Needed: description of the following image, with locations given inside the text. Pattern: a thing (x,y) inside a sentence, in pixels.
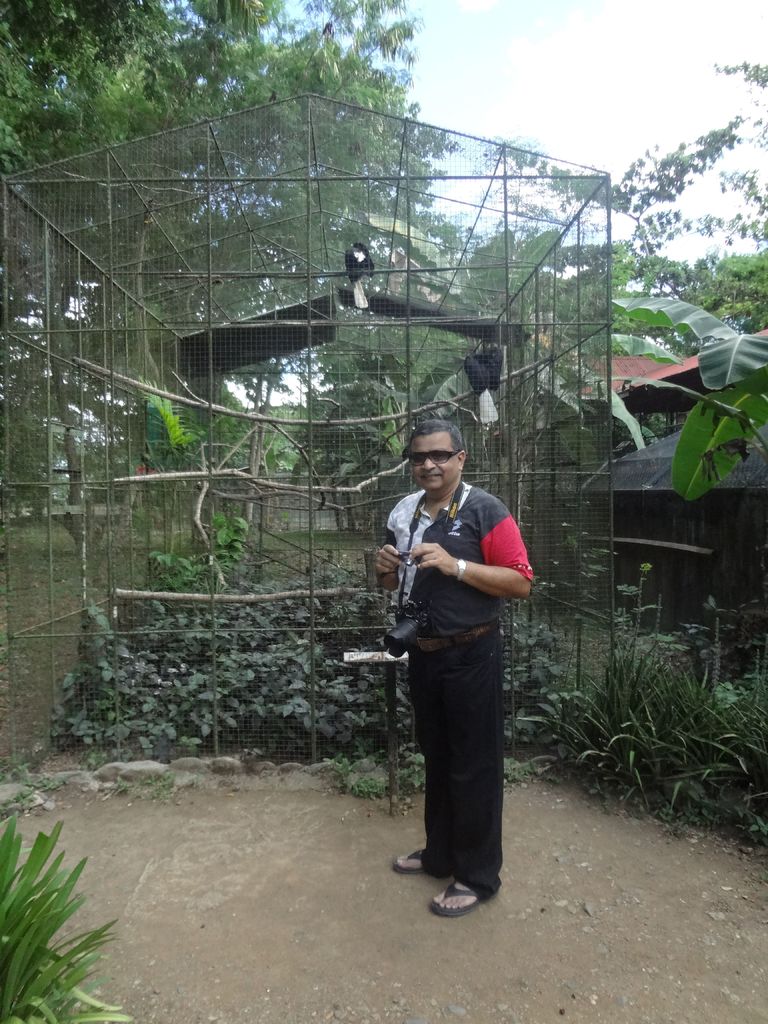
In the center of the image (397,589), we can see a person (502,680) standing and wearing a camera (404,639) and glasses (435,462) and holding an object (413,562). In the background (355,344), we can see birds (495,374) in the cage (303,281) and there are trees (166,63), sheds (630,612) and plants (643,723). At the bottom (258,871), there is ground (272,912).
